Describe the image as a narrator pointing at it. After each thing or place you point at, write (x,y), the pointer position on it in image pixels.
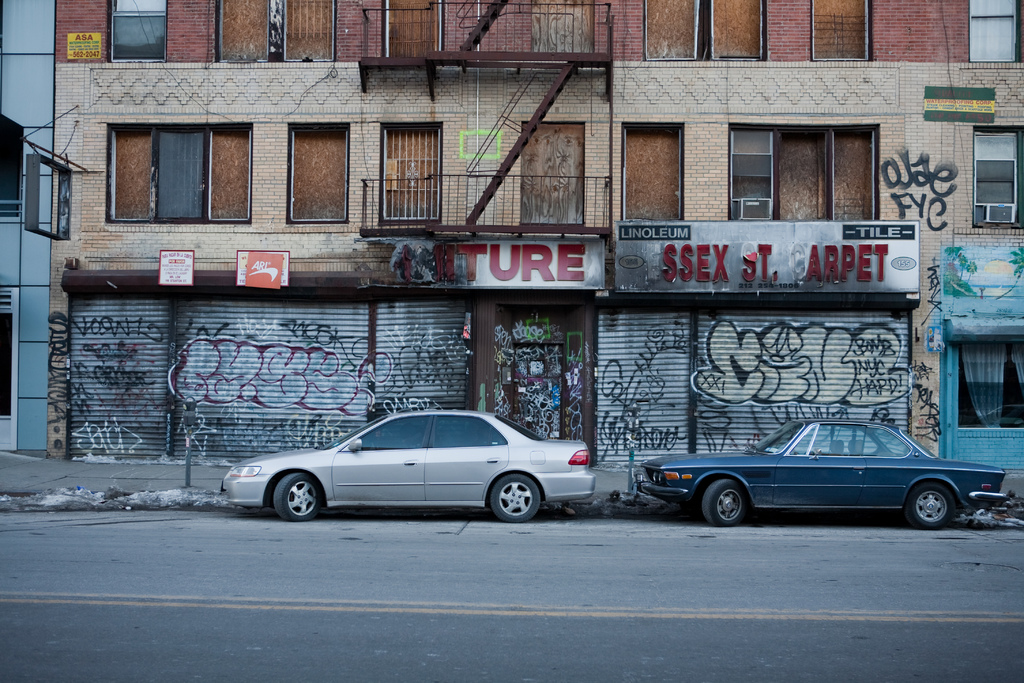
In the picture I can see vehicles (582,475) on the road (558,542). In the background (493,243) I can see buildings (474,247) which has shutters (612,391), boards (603,270) on which something written on them, windows (187,154) and some other objects (567,396).
